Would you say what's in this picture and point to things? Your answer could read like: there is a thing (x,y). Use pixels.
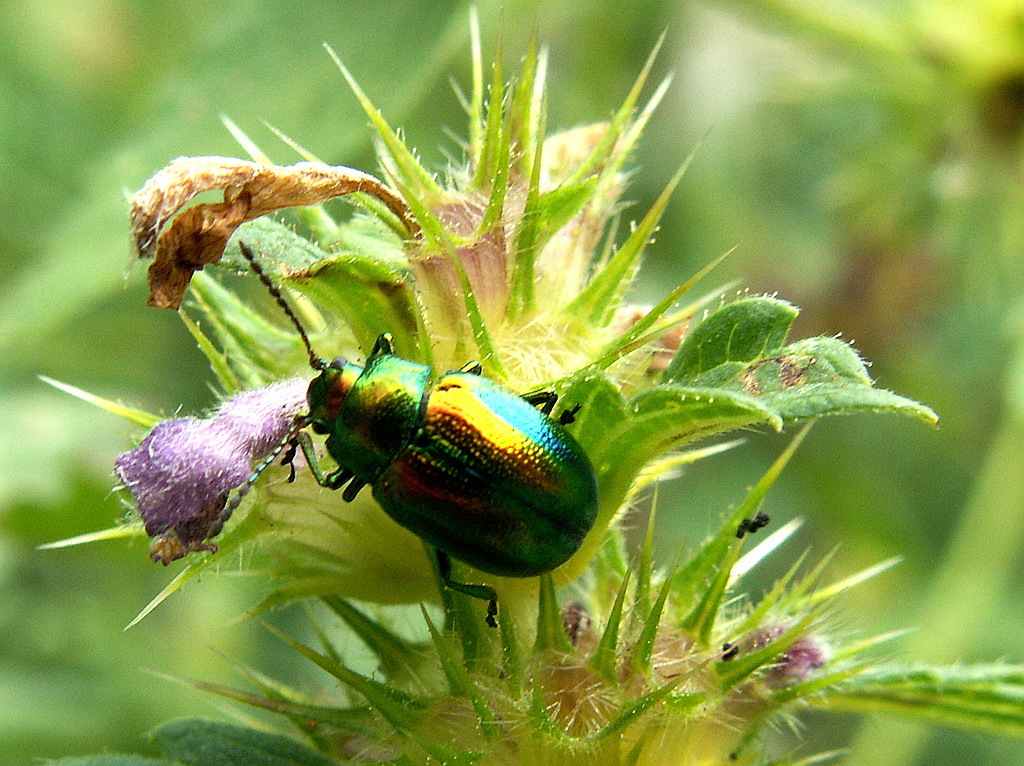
In the front of the image (598,499) there is a plant (568,665) and an insect (553,557). In the background of the image (78,476) it is blurry.
